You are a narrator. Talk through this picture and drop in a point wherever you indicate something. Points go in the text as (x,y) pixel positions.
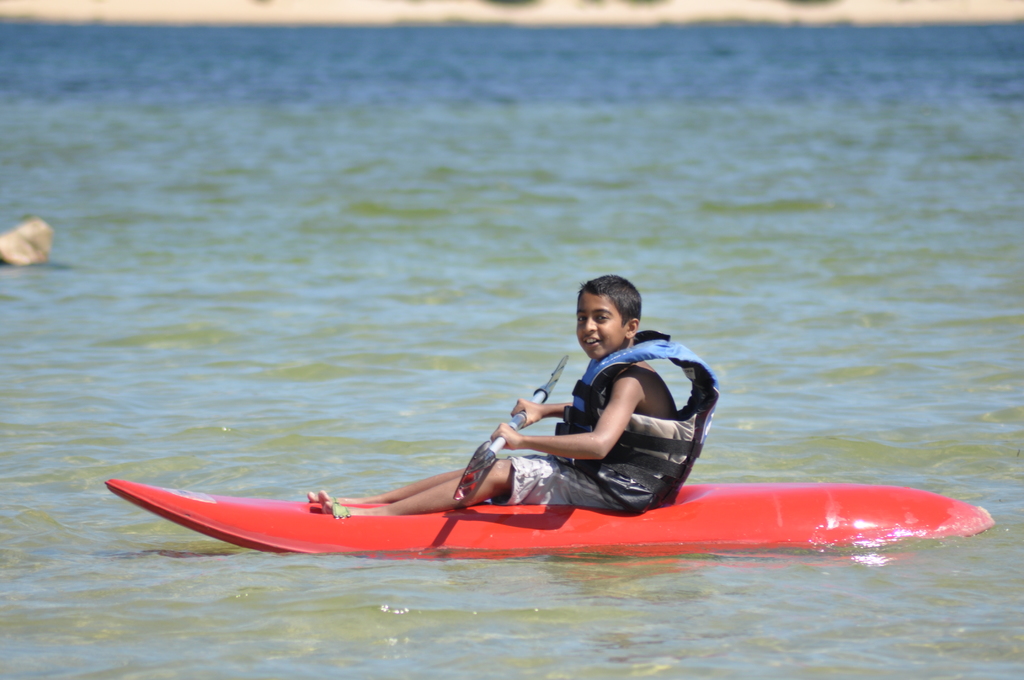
In the image there is water (91,429). On the water (99,452) there is a red color kayak (512,511) with a boy (578,457) is sitting and holding the paddles (472,481) in his hand (506,436). And he is wearing a life jacket (641,350).
